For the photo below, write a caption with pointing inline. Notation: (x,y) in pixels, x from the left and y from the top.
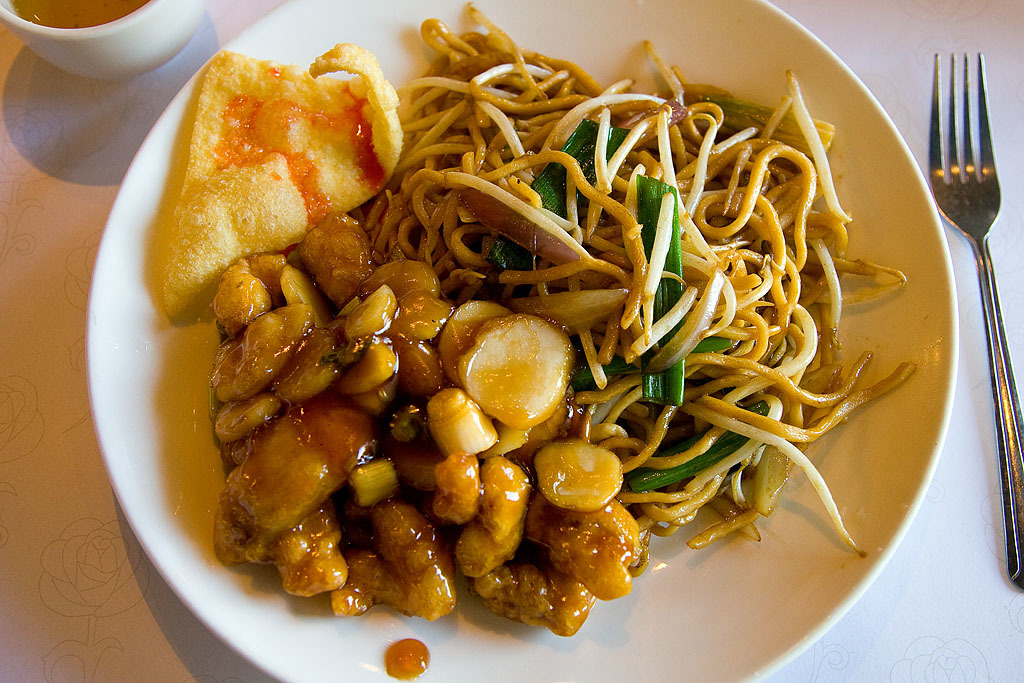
There is a chip (258,140), noodles (620,171), vegetable pieces (740,119) and a curry (436,548) on the white color plate (711,565) which is on the white color table (925,604) on which there is a fork (952,140) and a cup (83,62) which is having tea (52,16).
